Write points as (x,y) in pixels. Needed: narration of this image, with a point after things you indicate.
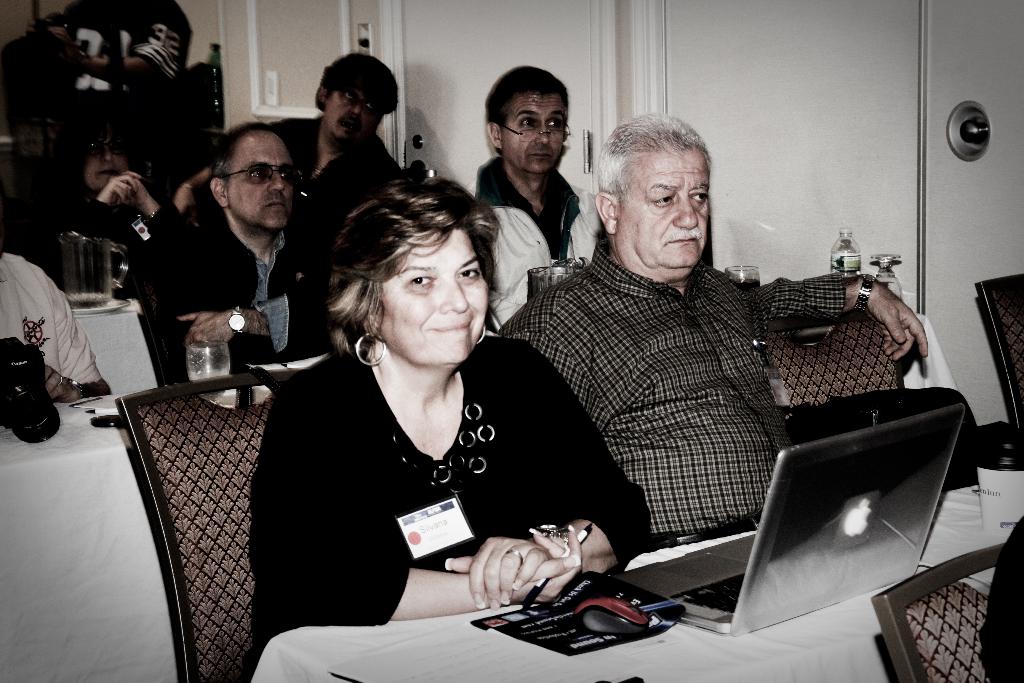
In this picture I can see few people (475,203) seated and I can see laptop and a mouse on the table (683,649) and few glasses (736,270), water bottle (837,258) and a camera (16,377) on another table (13,469) and a glass jar (104,295) and i can see a man (159,83) standing on the back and few doors (675,84) on the side.
